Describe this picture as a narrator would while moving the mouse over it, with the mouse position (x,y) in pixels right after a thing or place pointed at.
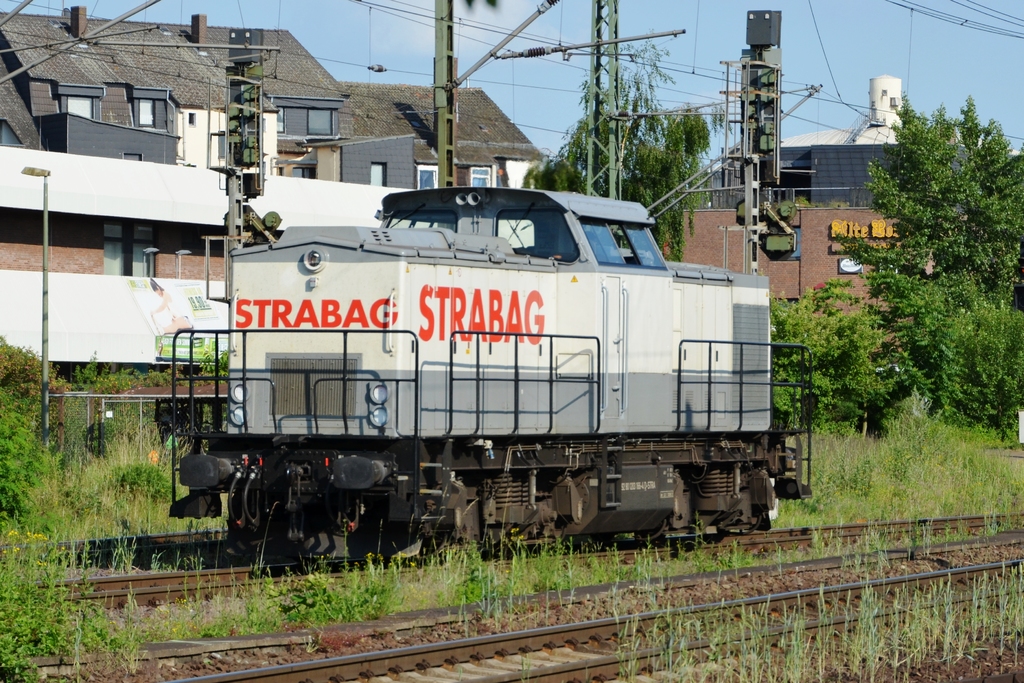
In this picture we can see railway tracks (804,628), grass (643,563) and some stones (673,595) at the bottom (554,614), there is a train engine (502,466) in the middle (459,441), in the background (820,238) there are some buildings (822,252), poles (589,151), wires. On the left side (116,376) there are some plants (32,435), we can see trees (931,277) on the right side (719,133), there is the sky (477,10) at the top of the picture (420,21).
